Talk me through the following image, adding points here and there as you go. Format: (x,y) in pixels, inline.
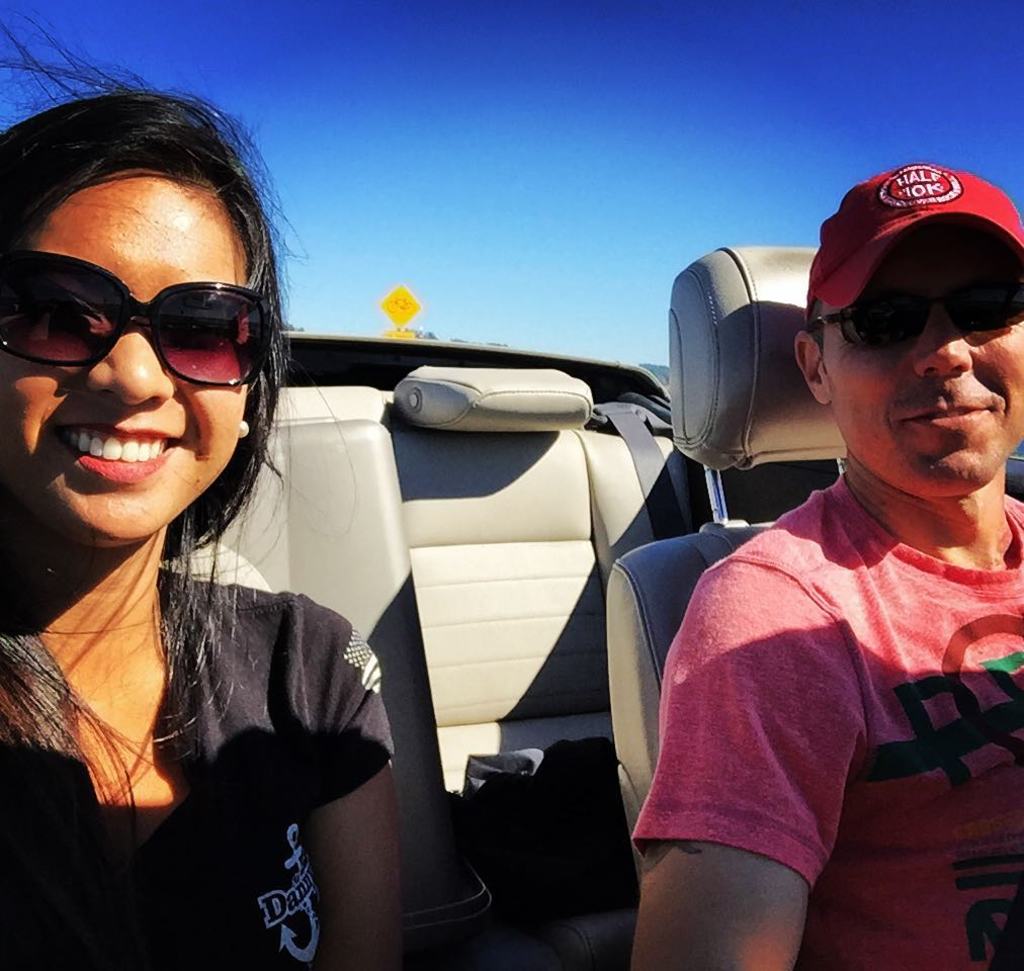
There are women (204,720) and men (700,705) sitting inside the car (480,650). The car seats (517,520) is of cream in color. The women (192,726) is wearing goggles (198,368) and top (256,777) with black color, and the men (856,703) is wearing T-shirt (897,709) of pink color and a red cap (913,186) with goggles (911,316).
